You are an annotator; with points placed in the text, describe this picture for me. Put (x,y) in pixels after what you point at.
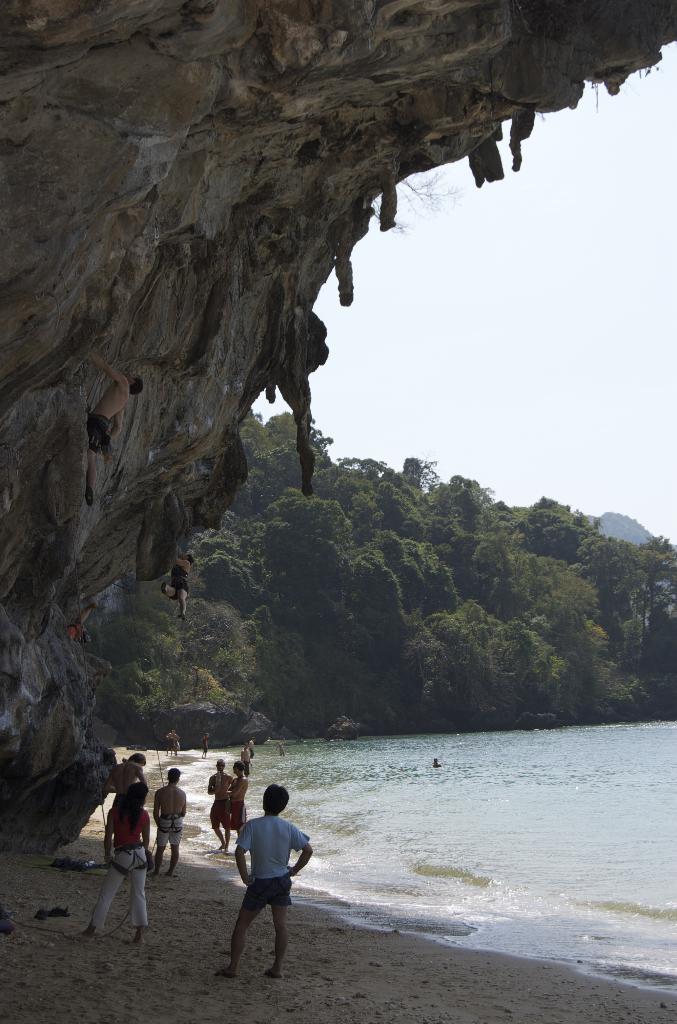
At the bottom of the image (170,952) there is a sea shore (165,931) with few people (183,824) are standing. At the left corner (140,480) there is a hill (256,350) and few people (93,469) are climbing on it. And at the right side of the image (557,765) there is water (436,789). In the background (406,605) there are trees (488,677) and also there is a sky (562,264).
